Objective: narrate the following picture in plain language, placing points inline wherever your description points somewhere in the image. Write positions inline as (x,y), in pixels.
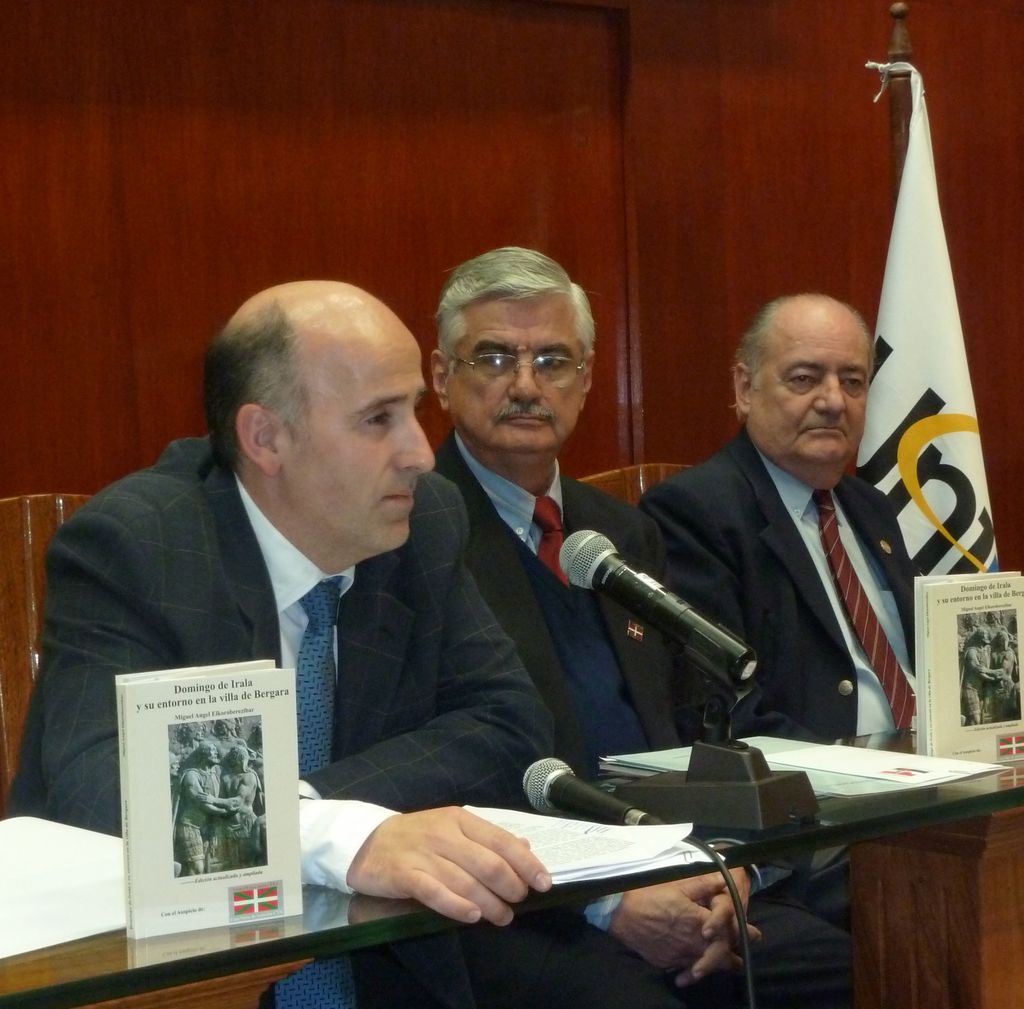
In this image I can see three men (392,682) are sitting and I can see all of them are wearing formal dress (604,643). In the front of them I can see a table (581,885) and on it I can see few white colour papers (982,766), few books (291,719) and two mics (579,579). On the right side of this image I can see a white colour flag (899,275).
